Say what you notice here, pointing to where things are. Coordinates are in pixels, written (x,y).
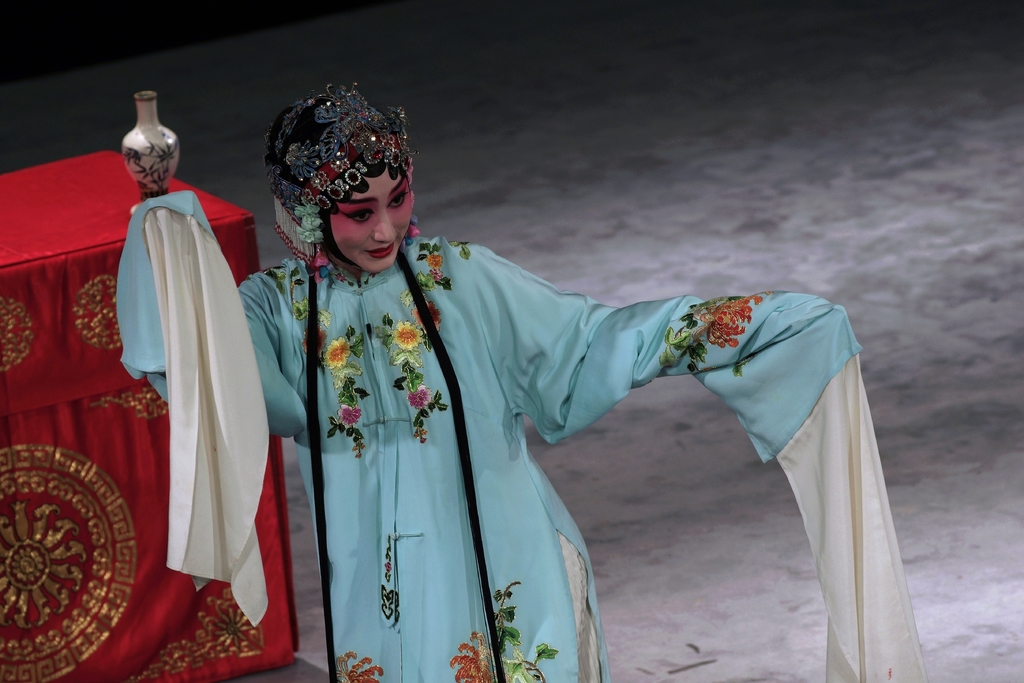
In this image there is a woman (547,604) standing on the ground (687,585). She is wearing a costume (563,336). Behind her there is a table (41,344). There is a cloth (58,354) spread on the table (62,418). There is a jar (130,162) on the table (111,176).
